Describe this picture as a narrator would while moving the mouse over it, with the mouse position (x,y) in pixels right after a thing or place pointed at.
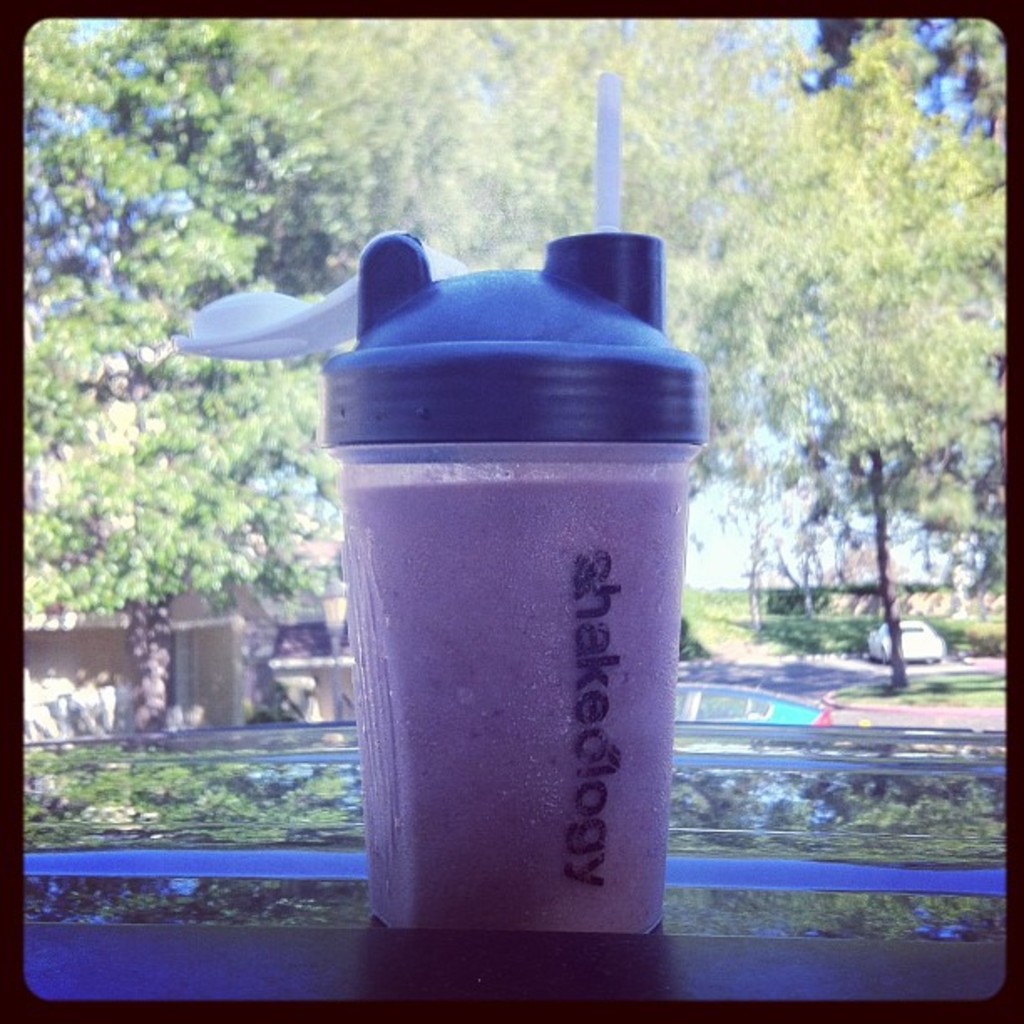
In this image we can see a bottle (598,555) with the shake (598,555) and also the straw (600,214). In the background (415,208) we can see the trees (919,240), building (311,652) and also a car (918,631) passing on the road (837,708). The image has black color borders (749,1011).
